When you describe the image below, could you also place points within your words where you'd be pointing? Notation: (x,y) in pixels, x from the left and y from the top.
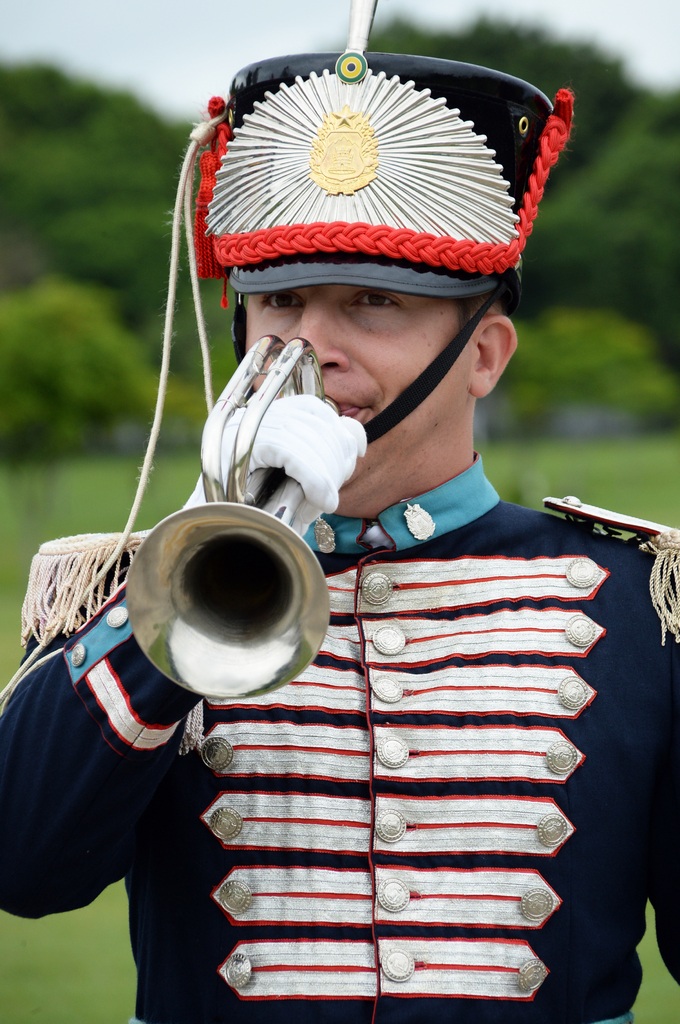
In the picture we can see a man (542,930) with costume (465,742) and playing a musical instrument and behind him we can see a grass surface (594,478) and on it we can see some plants (108,369) and trees (583,128) and sky (465,18) which is not clearly visible.
